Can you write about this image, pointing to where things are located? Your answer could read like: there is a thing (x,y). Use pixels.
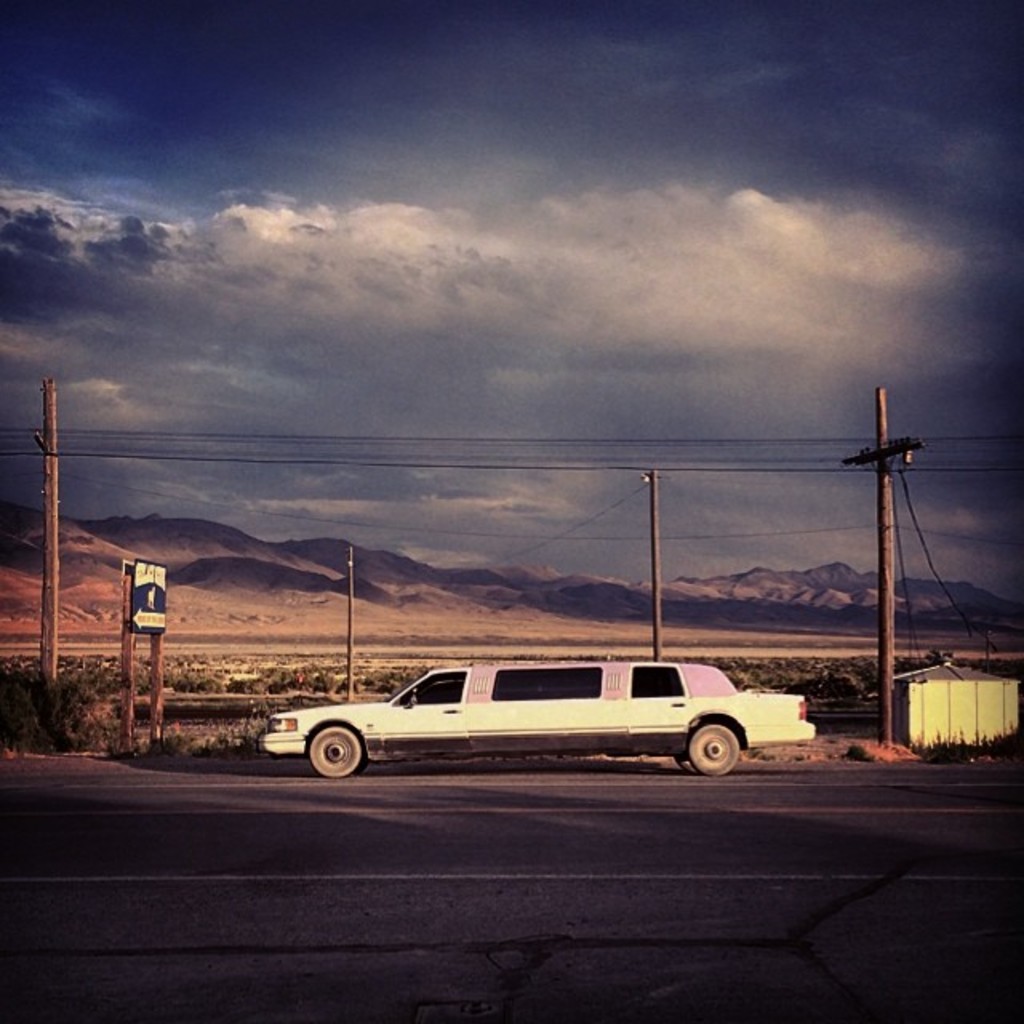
This image consists of a car (412,747) parked on the road (599,872). At the bottom (557,895), there is a road (508,881). On the left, there is a board (131,733). In the middle (658,568), we can see four electric poles (879,503). In the background (438,583), there are mountains (897,611). At the top (310,285), there are clouds (321,344) in the sky (336,496).
